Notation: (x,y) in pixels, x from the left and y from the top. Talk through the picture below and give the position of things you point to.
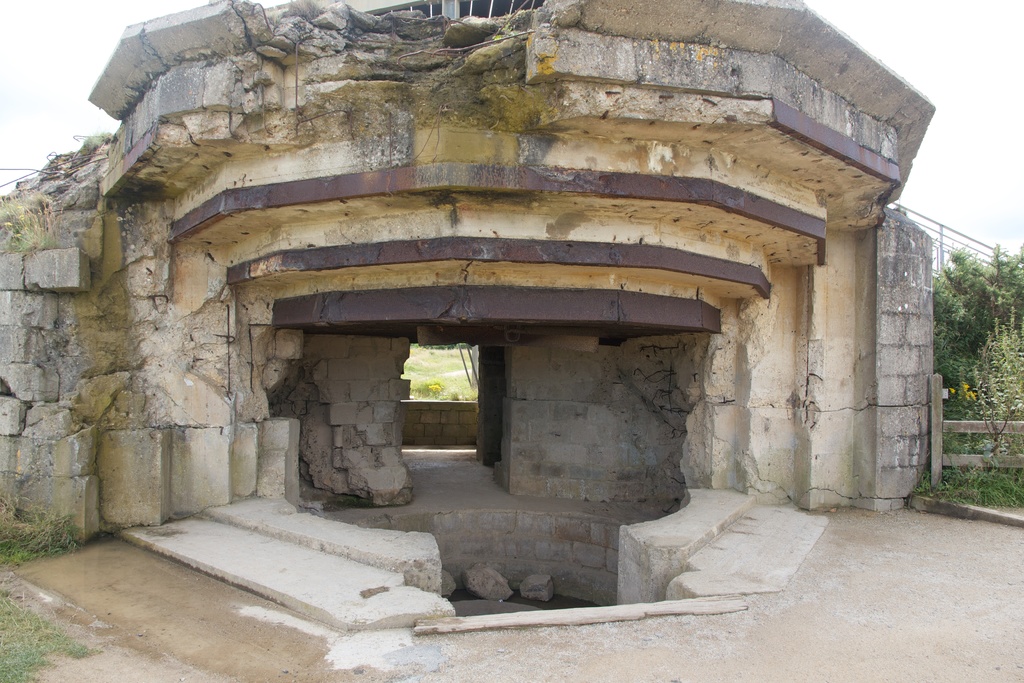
There is a monument (539,240) in the image. There are few trees (990,357) and plants (999,401) at the right most of the image (1011,396).
